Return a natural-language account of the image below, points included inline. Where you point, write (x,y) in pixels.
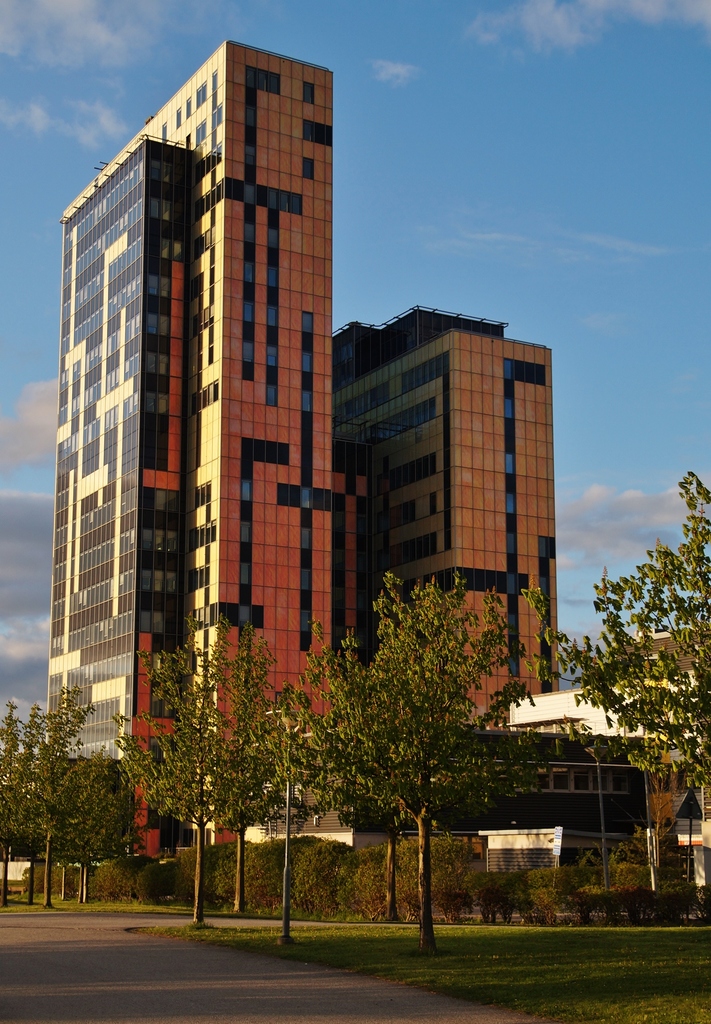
In this image we can see the buildings (559,714). In front of the buildings (569,816) we can see a wall (382,833), plants (410,855), trees (427,928) and the grass (477,940). Behind the buildings (163,254) we can see the sky (433,181).
